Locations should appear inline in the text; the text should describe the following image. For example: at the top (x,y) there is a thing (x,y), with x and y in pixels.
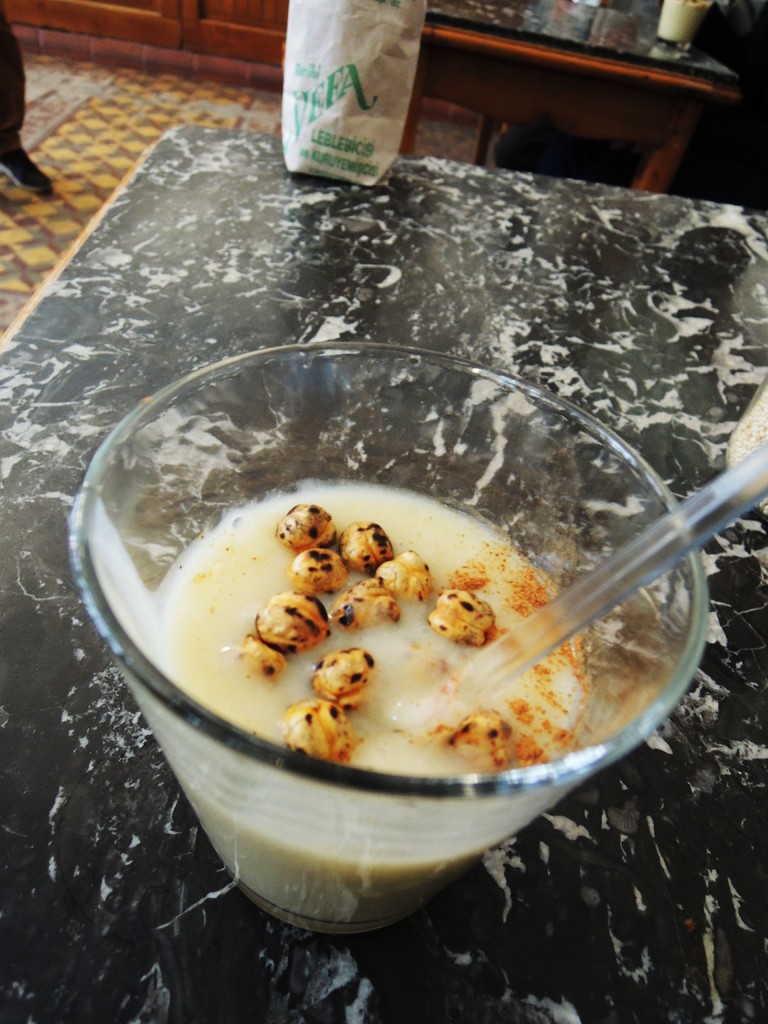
In the center of the image (427,607) we can see a cup (243,718) of food item (365,692) with spoon (538,632) and carry bag (358,140) are present on the table (221,933). At the top of the image (500,72) we can see table (462,76), cupboards (199,3), floor (134,75) and a person leg (18,140) are there.
